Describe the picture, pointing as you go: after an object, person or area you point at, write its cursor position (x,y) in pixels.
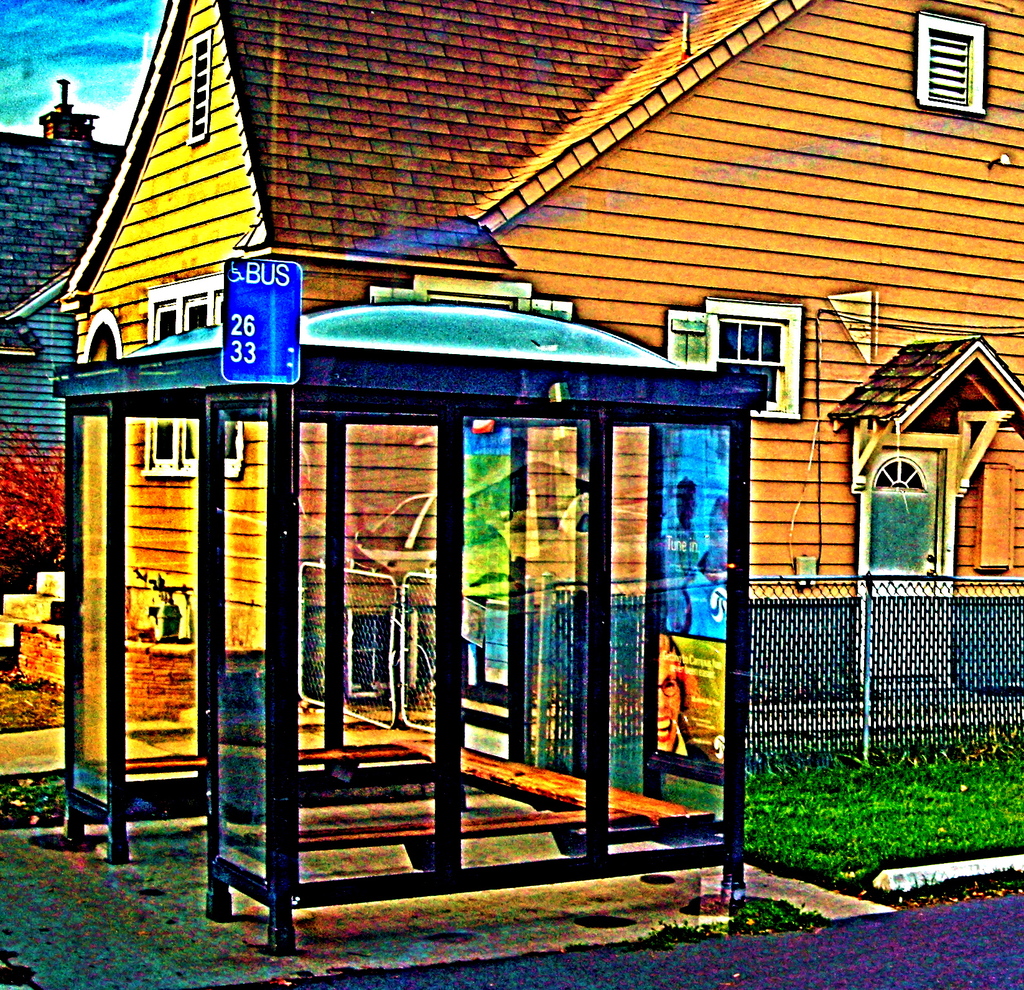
In this image I can see few buildings (321,556), windows (887,478). In front I can see the board (280,290). In the background (77,53) the sky (77,53) is in blue and white color.
